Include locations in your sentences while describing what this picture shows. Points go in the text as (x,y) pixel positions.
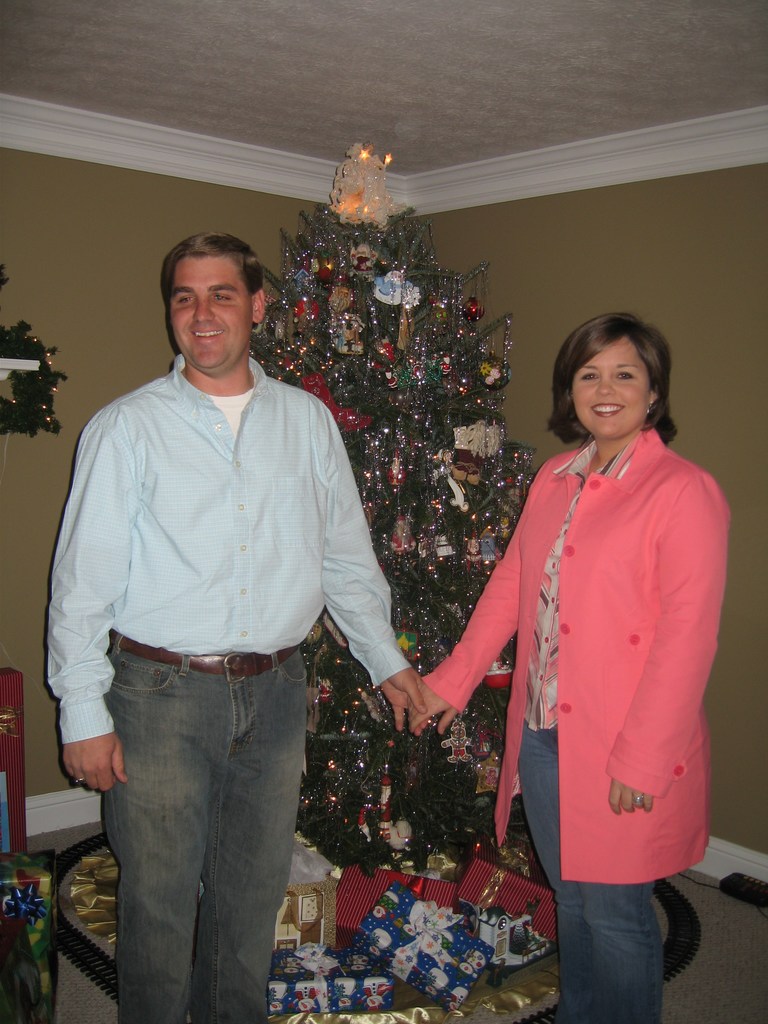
In this image on the left side (189,618) I can see a man (203,647). On the right side (599,670), I can see a woman (610,642). In the background (430,524), I can see a tree (428,388) decorated with the lights (356,211).
